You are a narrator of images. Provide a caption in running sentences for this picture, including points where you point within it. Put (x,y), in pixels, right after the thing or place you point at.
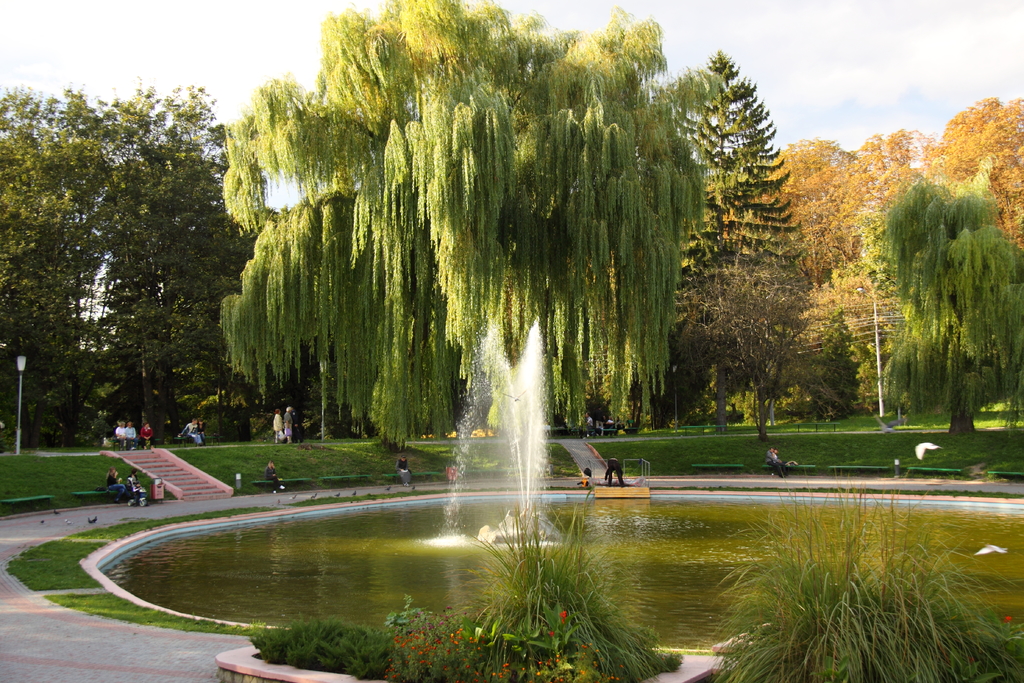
This picture is clicked outside. In the foreground (544,630) we can see the plants (565,563), fountain (459,536) and a water body (488,548) and we can see the group of persons (616,468). In the center (405,359) there is a pole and we can see the green grass (263,451) and the trees (782,282). In the background (799,81) there is a sky (313,8).
